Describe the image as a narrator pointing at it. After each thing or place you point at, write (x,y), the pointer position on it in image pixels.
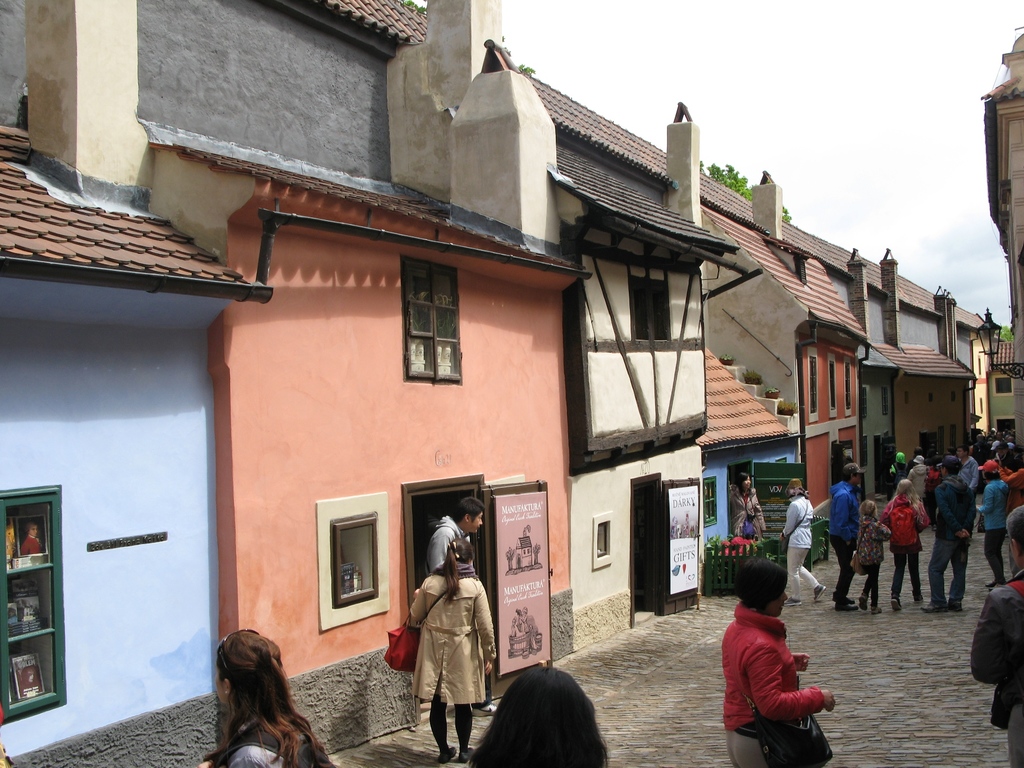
In this image we can see the houses (769,442), hoardings (683,540), lamp (981,327) and also the people (756,647) on the path (791,636). We can also see the trees (728,174) and also the sky (833,88).
